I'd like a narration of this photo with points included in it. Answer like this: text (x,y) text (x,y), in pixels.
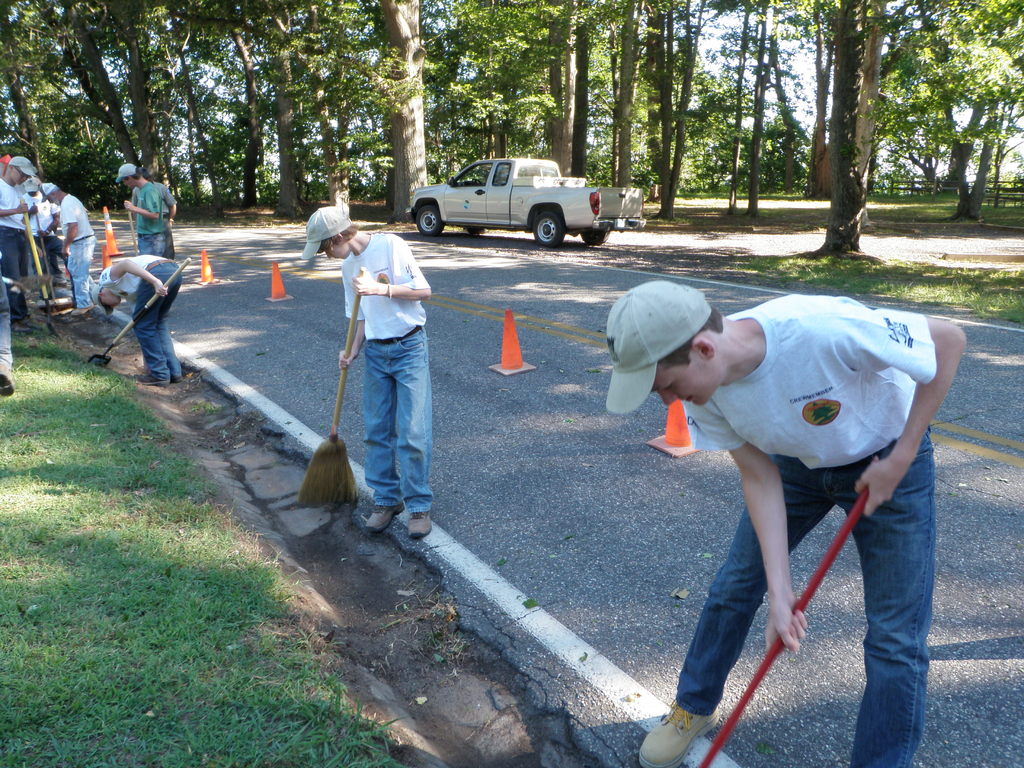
In this image we can see some group of persons (145,228) wearing similar dress (141,247) sweeping the road (230,345) with the help of brooms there are some traffic cones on the road (460,387) and at the background of the image (456,215) there is vehicle (493,187) and some trees (212,95).
